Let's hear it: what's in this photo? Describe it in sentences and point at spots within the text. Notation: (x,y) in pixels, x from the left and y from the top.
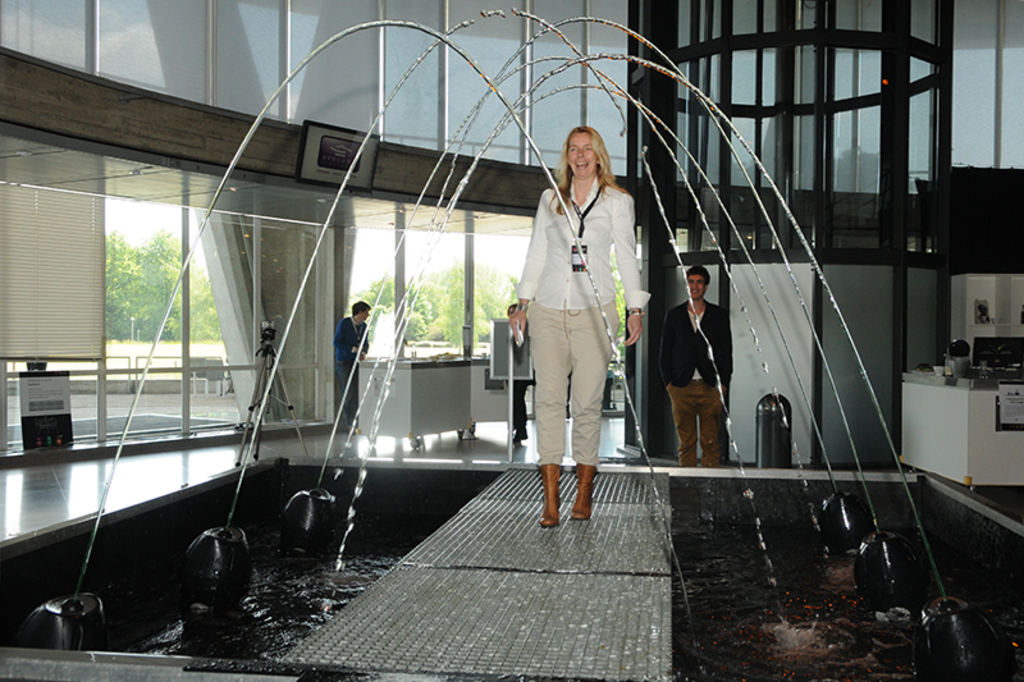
At the bottom of the image (508,638) there is a ramp (574,573). On the ramp (569,505) there is a lady (554,339) walking. Near the ramp (549,539) there are fountains (614,346). Behind the lady (563,380) there are three persons (690,350) standing. And also there are tables (455,363) with few items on it. There is a bin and some other things (271,342). In the background (442,55) there are glass walls (230,272) and there is a poster (63,397) with text (39,401) on it. Behind the glass walls (190,325) there are trees (449,303).
